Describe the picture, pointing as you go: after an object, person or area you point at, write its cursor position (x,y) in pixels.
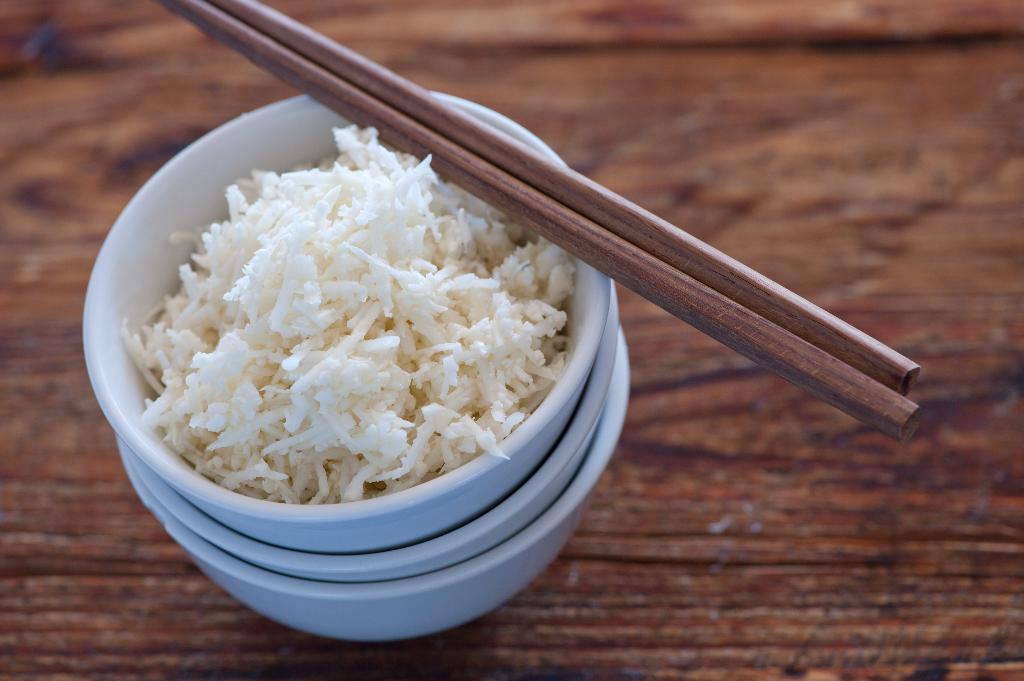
In this image we can see three blue color bowls (442,528) and rice (382,366) in it. These are the wooden chopsticks (725,303). They are placed on the wooden table (776,584).
